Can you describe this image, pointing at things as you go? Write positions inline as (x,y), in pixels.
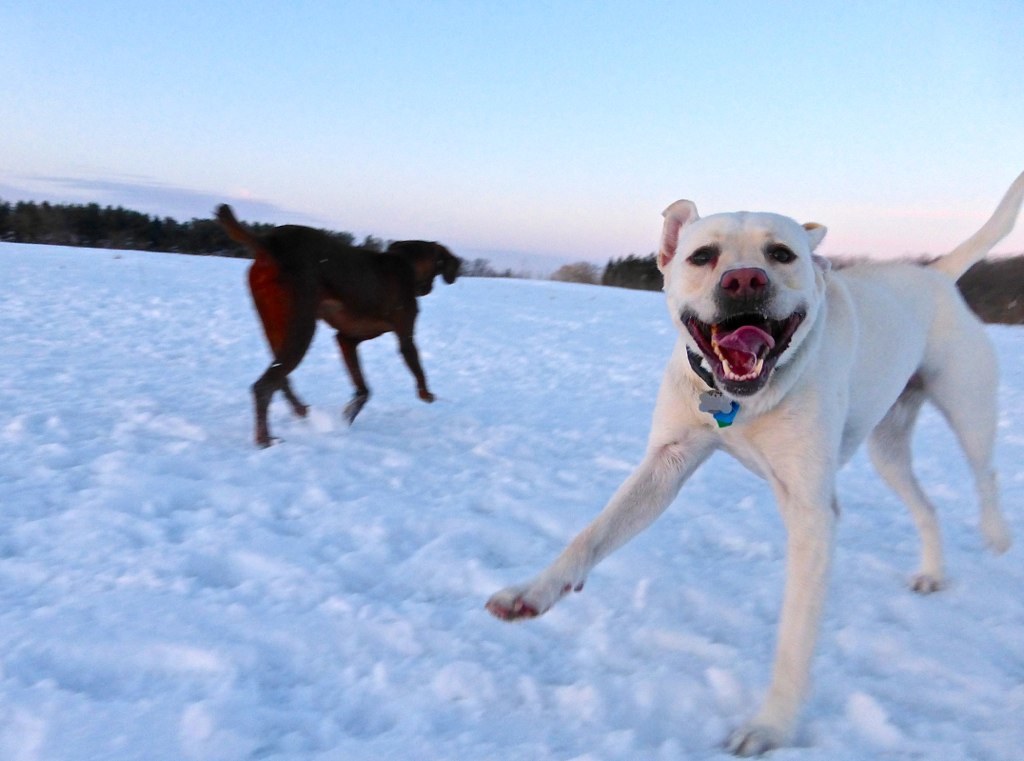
In this image I can see the snow (278,560) on the ground (269,596) and few dogs (336,301) which are black, brown and cream in color. In the background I can see few trees (195,234) and the sky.
